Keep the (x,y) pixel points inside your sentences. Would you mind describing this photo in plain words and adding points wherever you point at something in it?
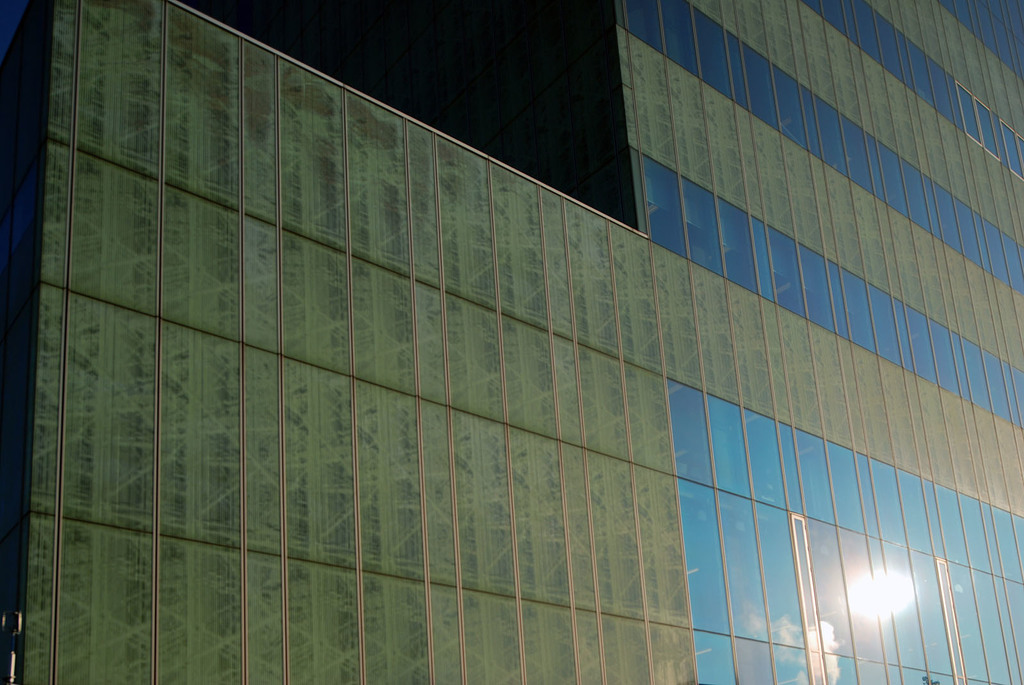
These are the glass walls (660,410) of a building (642,411).
